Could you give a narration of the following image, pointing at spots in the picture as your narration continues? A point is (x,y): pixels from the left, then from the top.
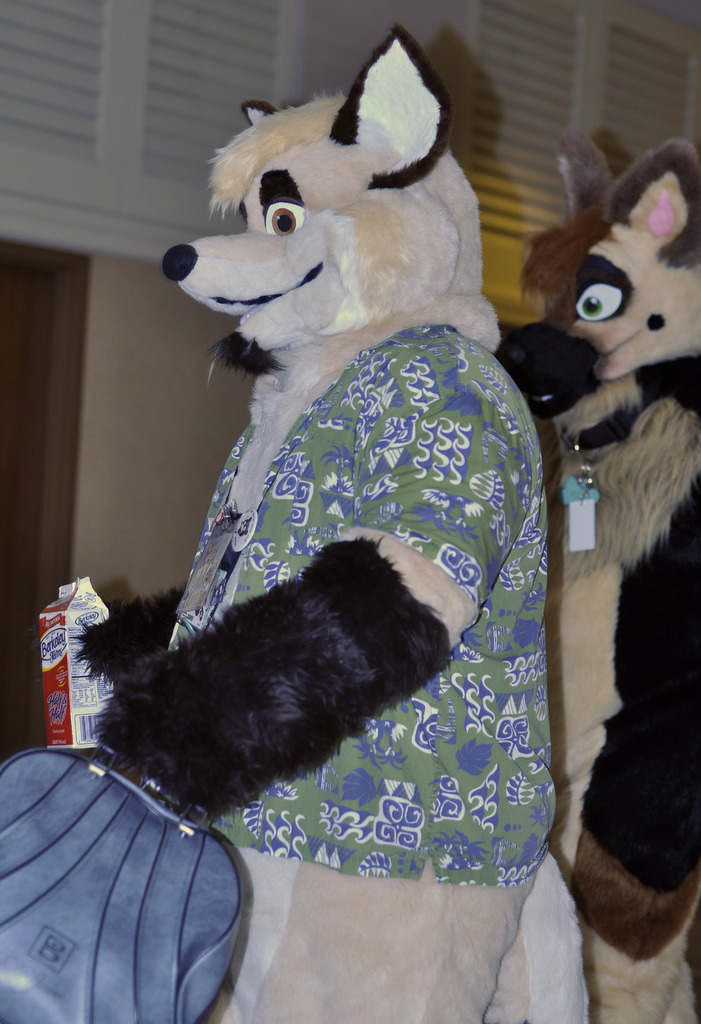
The picture consists of mascots (429,813). A mascot (313,630) is holding a bag (58,908) and an object (80,626). In the background (146,484) it is wall (161,376). At the top (166,66) there is an object (520,163).
